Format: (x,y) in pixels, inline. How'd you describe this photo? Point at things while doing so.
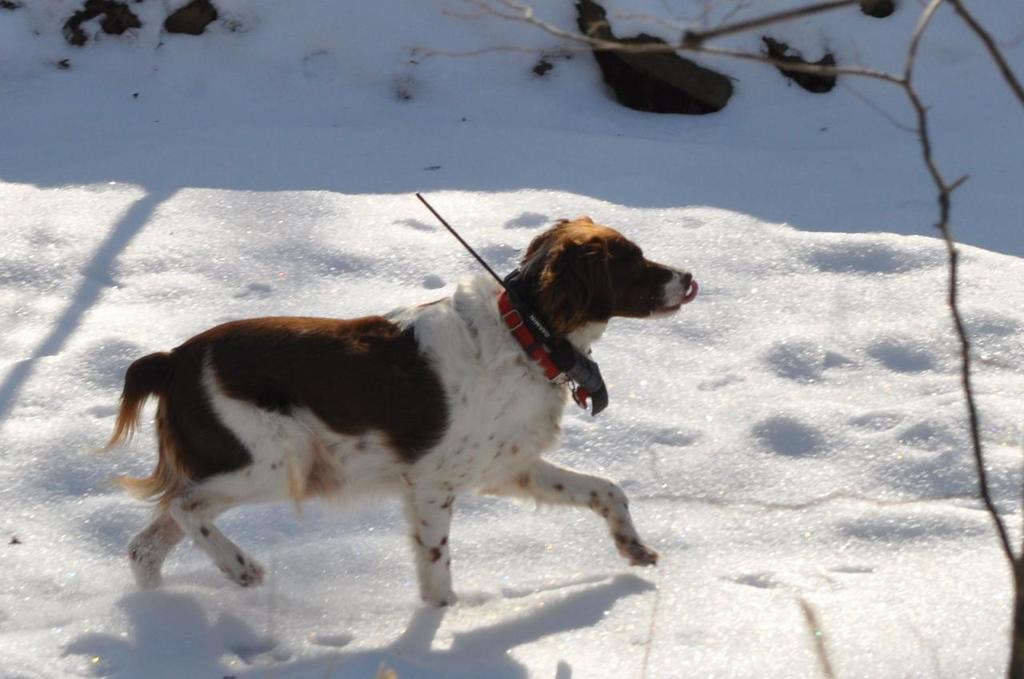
In the image we can see there is a dog (438,340) standing on the ground (520,564) and there is snow (309,577) on the ground (488,172).
